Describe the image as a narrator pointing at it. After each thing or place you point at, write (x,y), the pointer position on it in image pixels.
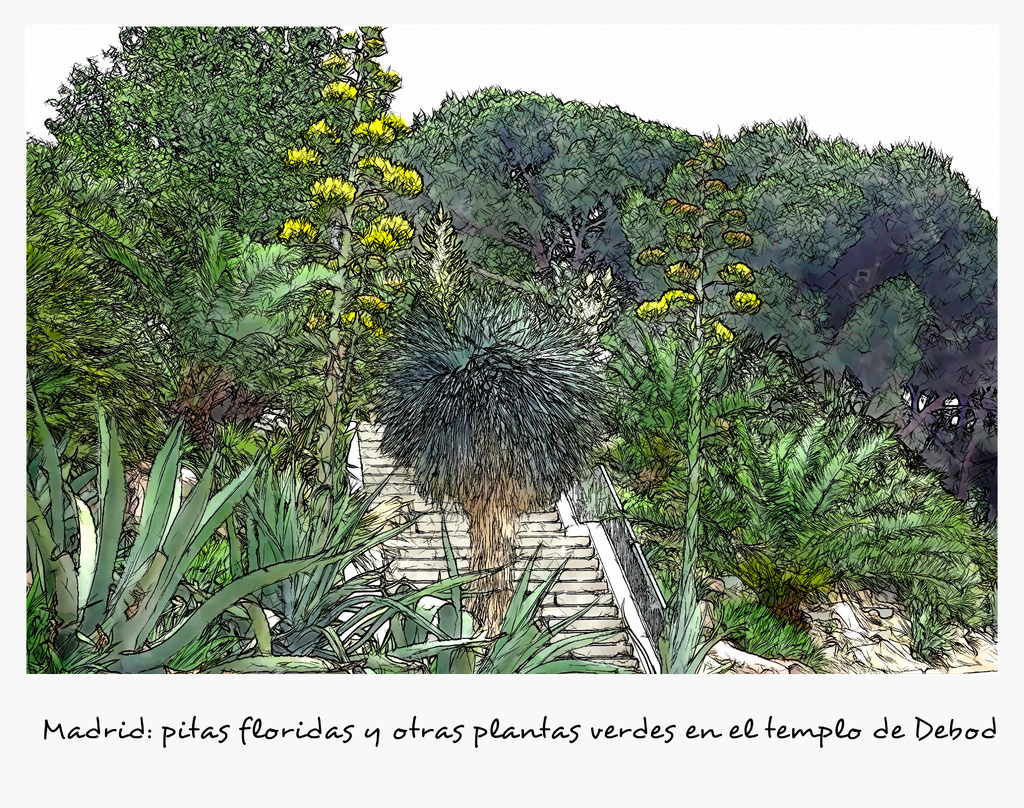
In this image I can see depiction picture of trees (635,204) and in the centre (380,430) I can see stairs (380,463). I can also see something is written on the bottom side of this image (998,731).
